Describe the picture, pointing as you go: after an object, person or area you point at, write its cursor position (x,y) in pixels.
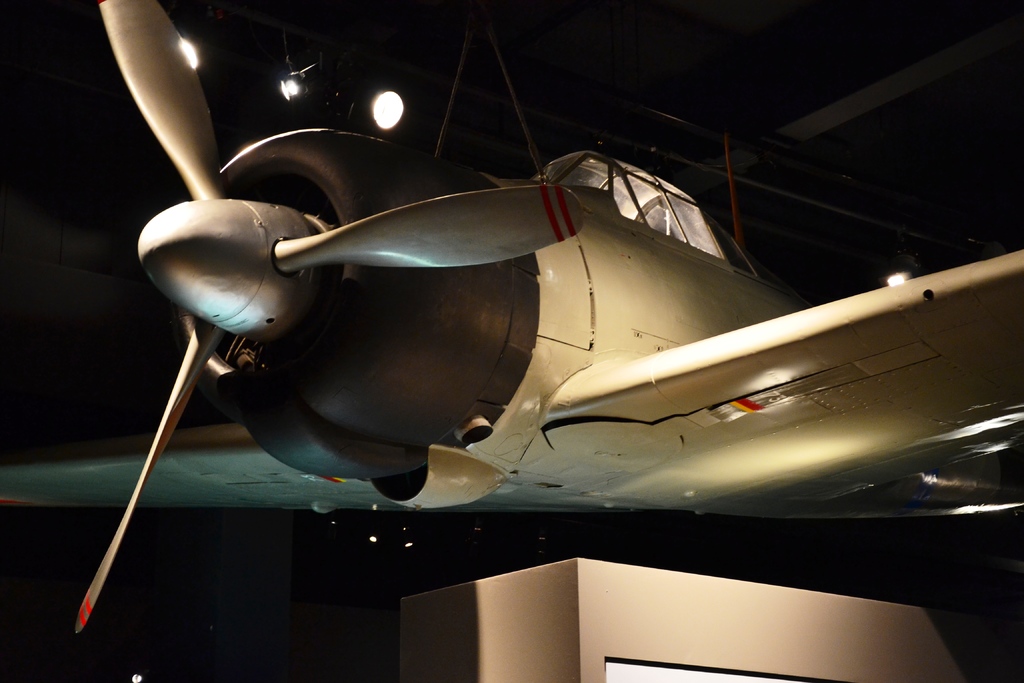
In this image, in the middle (343,411), we can see an airplane (495,467). In the background (438,131), we can see some lights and black color, at the bottom (714,600), we can see a box (759,670).
